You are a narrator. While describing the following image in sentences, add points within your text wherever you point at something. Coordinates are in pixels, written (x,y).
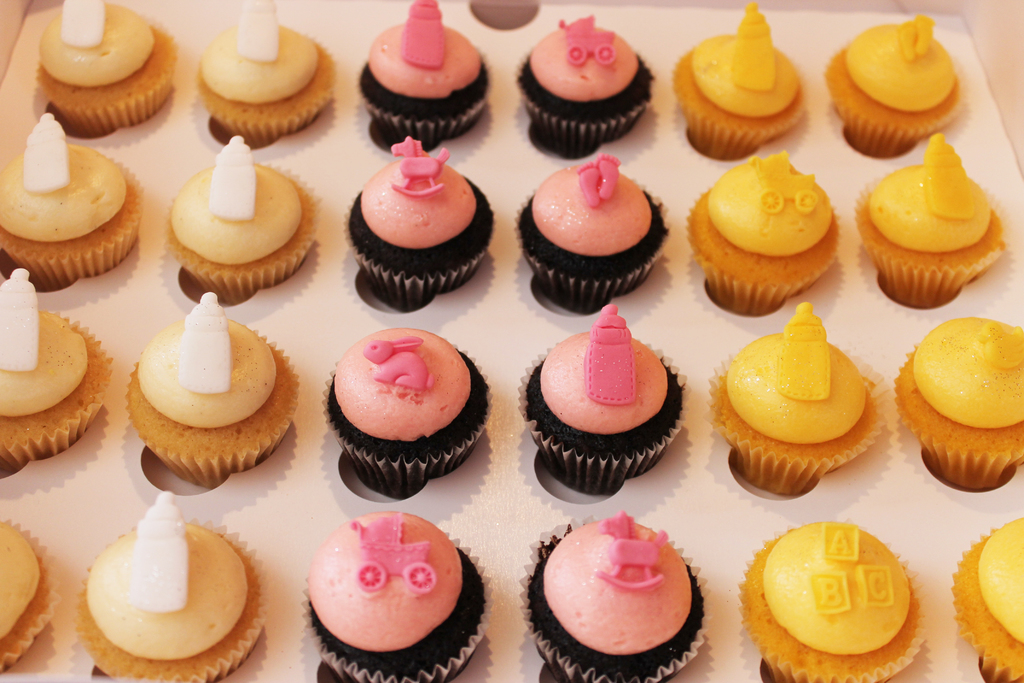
On the left side (145,566), there are brown color cupcakes (35,560), on which there are white color creme drops (233,249) placed. On the right side (1011,580), there are yellow color cupcakes (724,189), on which there are yellow color creme drops (920,41). In the middle of this image (366,405), there are black color cupcakes (422,97), on which there are pink color creme drops (621,72).
